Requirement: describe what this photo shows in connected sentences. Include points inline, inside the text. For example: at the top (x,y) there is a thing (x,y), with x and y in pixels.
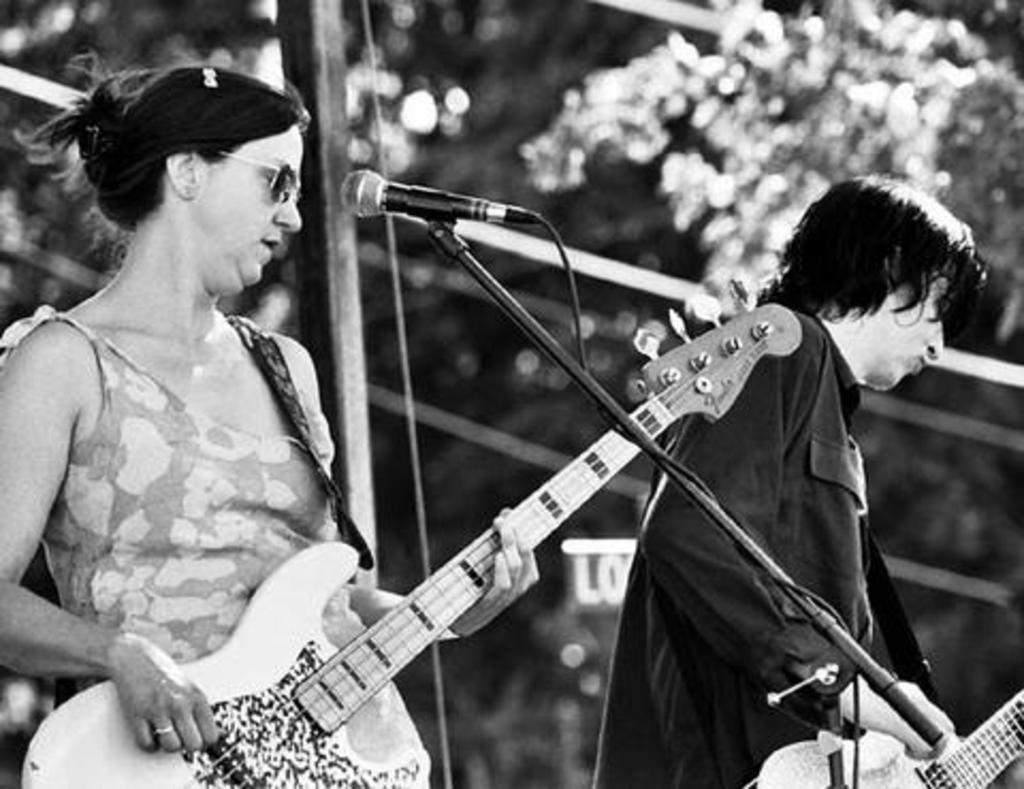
This is a black and white picture a lady (211,550) to the left (233,662) is holding a guitar (436,636) in her hands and standing in front of a mic (371,192) having a goggles (292,189), to the right (757,444) a person (774,482) dressed in black in color holding a guitar (988,718) too. In the background (707,167) i could see some trees (603,160).
